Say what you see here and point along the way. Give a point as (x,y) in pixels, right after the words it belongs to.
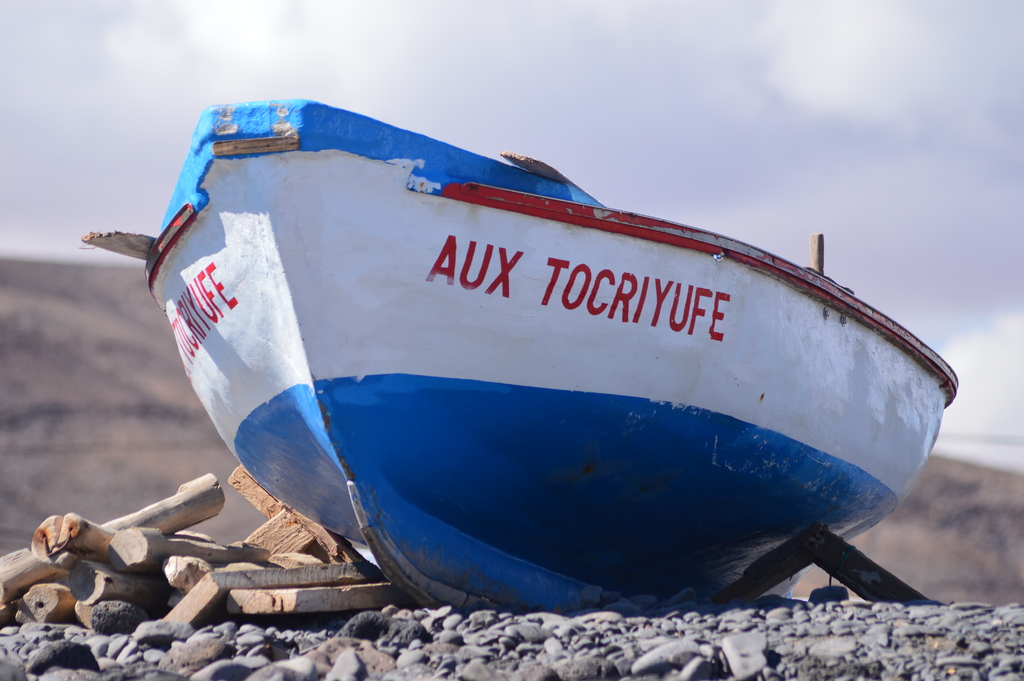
There are wood pieces (210,576) and stones (464,640) are present at the bottom of this image (478,648). We can see a boat (418,298) in the middle of this image (480,298). The sky (629,129) is at the top of this image (589,104).
